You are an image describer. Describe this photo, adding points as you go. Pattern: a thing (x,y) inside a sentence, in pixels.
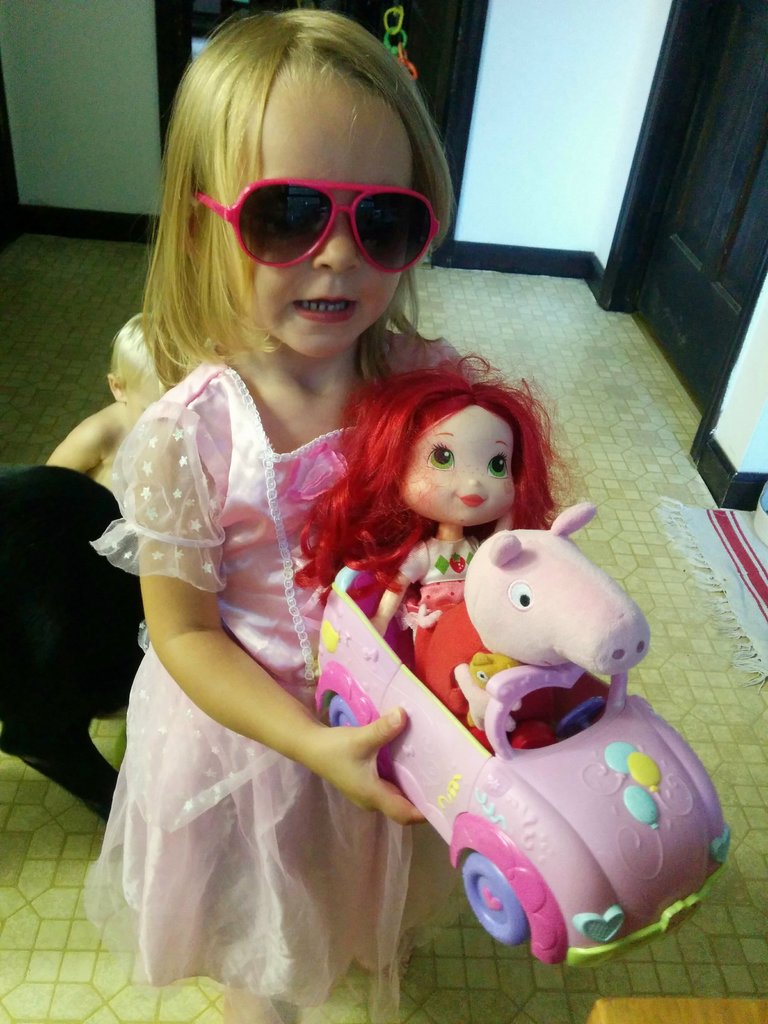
In the center of the image (301,418), we can see a kid (296,339) wearing glasses (260,240) and holding a toy car (512,679). In the background (119,340), there is another kid (116,335) and we can see an animal (73,575) and there are doors (672,185). At the bottom (91,975), there is a mat (763,628) on the floor (694,736).
